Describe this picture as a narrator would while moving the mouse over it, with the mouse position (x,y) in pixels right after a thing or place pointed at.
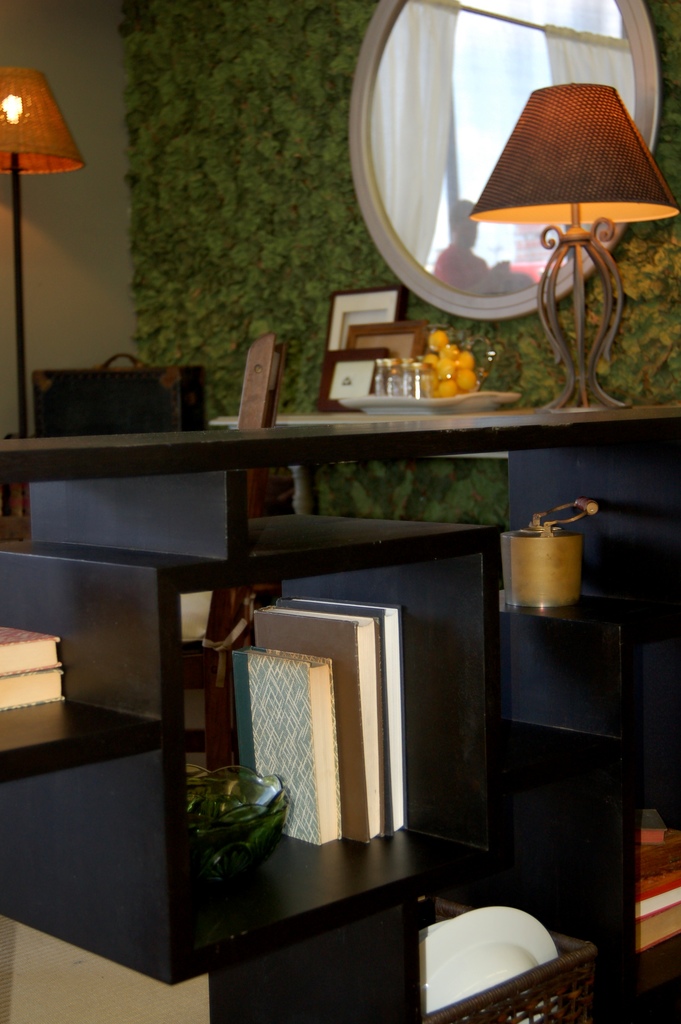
The picture is taken in a room (3,1015). In the foreground of the picture (173,548) there is a bookshelf (271,575), in the shelf (84,870) there are books (287,733), bowl (261,814), plates (444,951) and other objects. At the top (529,279) there are lamps (7,168), briefcase (185,417), frames (372,372), glasses (406,363), mirror (403,214) and other objects (470,370).
